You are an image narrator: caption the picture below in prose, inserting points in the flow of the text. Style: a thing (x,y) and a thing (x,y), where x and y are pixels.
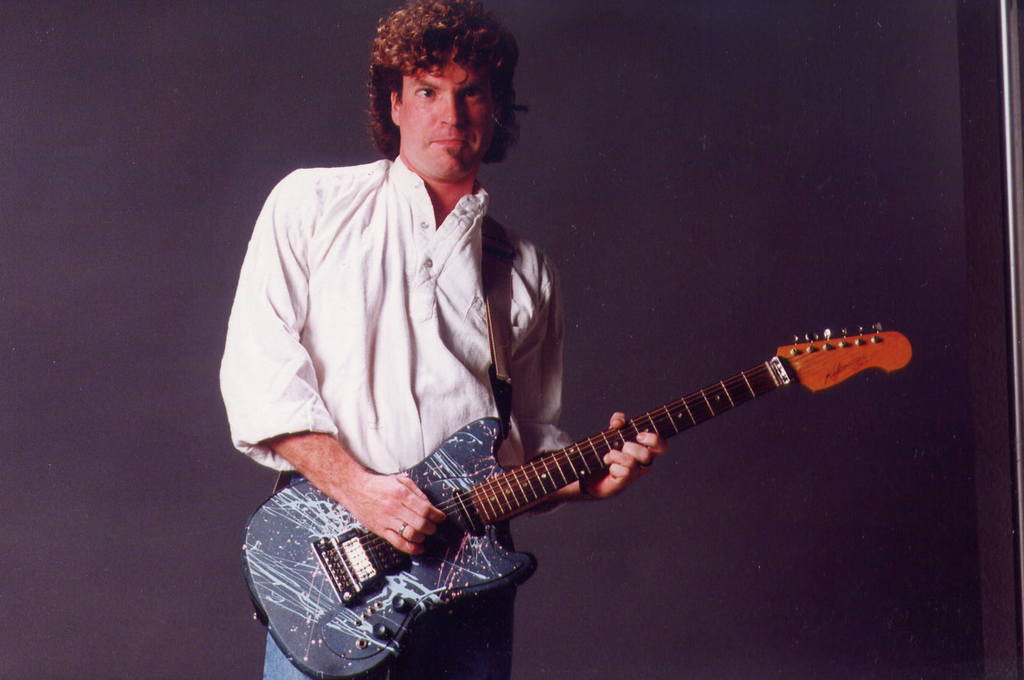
In this picture there is a man (434,280) wearing a white shirt (385,352) is holding and playing a guitar (391,553). He is standing.
